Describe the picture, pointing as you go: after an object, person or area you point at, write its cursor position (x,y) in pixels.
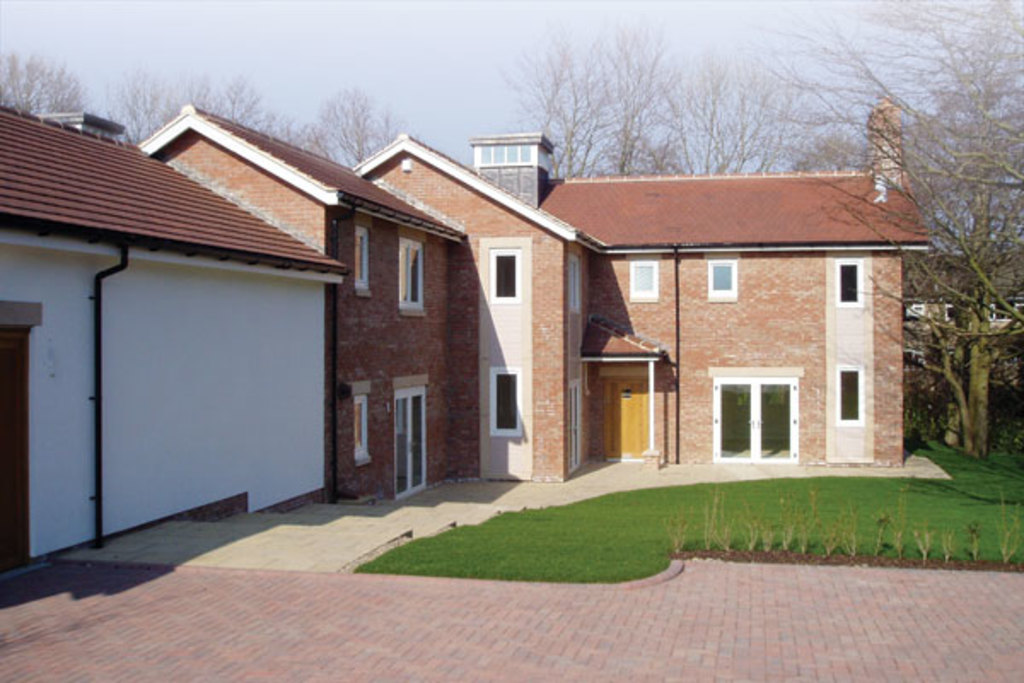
In the picture we can see some houses (671,456) with windows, doors (741,414) and glasses (741,414) to it and near the houses (756,416) we can see a grass surface (962,548) and a part (834,603) of the path (339,616) with tiles (263,654) and in the background (652,150) we can see some trees (1009,222) and the sky (523,104).
